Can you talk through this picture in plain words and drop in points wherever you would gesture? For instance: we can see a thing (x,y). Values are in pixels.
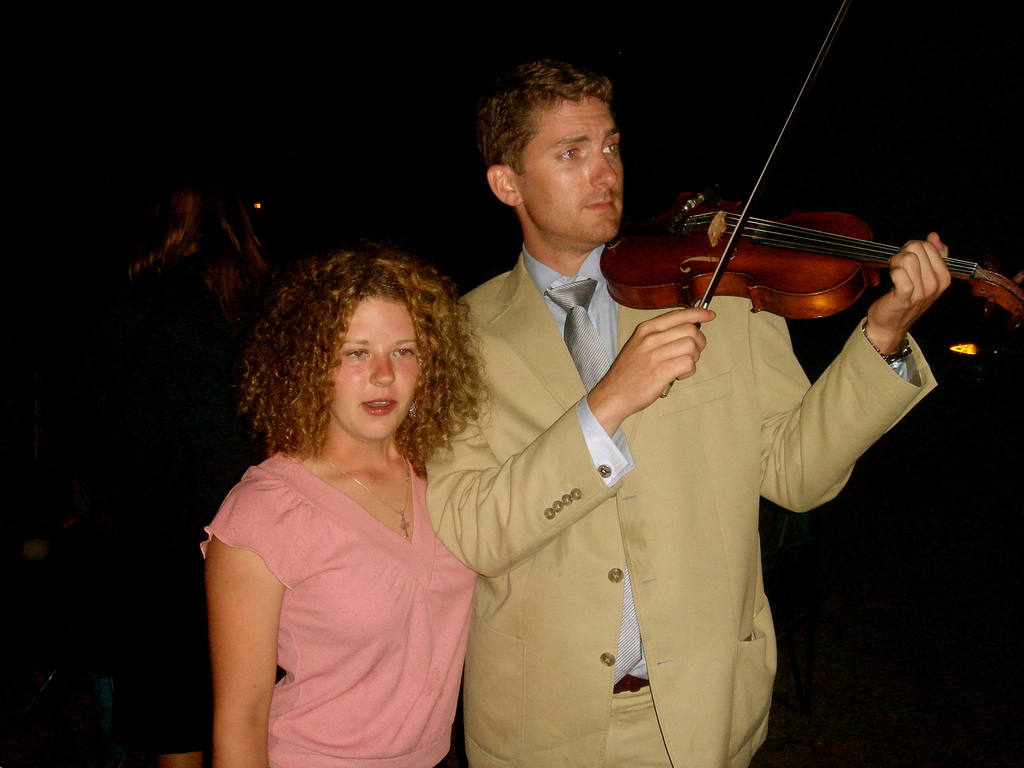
This image is clicked in a musical concert. There are two people (599,190) in the middle (443,461) one is women (364,616) and the other is man (547,389). Man (584,406) is on the right side (712,336) and the woman (344,589) is on the left side (243,574), women (326,588) is wearing pink colour shirt (386,596) and the chain (401,522), man (564,505) is wearing sand colour blazer (746,536), he is playing violin (691,302).
